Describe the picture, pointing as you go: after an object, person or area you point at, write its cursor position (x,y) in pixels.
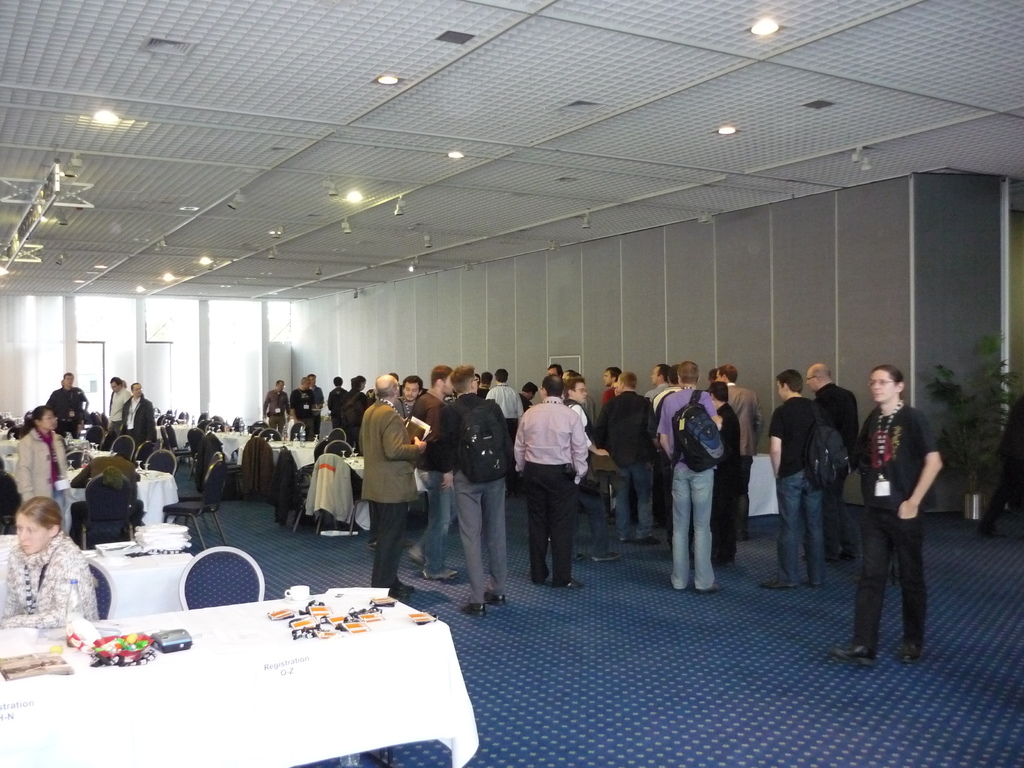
In this image in the front (183,661) there is a table (275,688) and on the table (278,683) there are objects (309,636) and in the background (30,476) there are persons (534,452) standing and sitting and there are empty chairs (155,452), there are tables (159,481) and there are lights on the top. On the right side (950,417) there is a plant (985,440) and in the background (91,357) there is a door (84,369).
